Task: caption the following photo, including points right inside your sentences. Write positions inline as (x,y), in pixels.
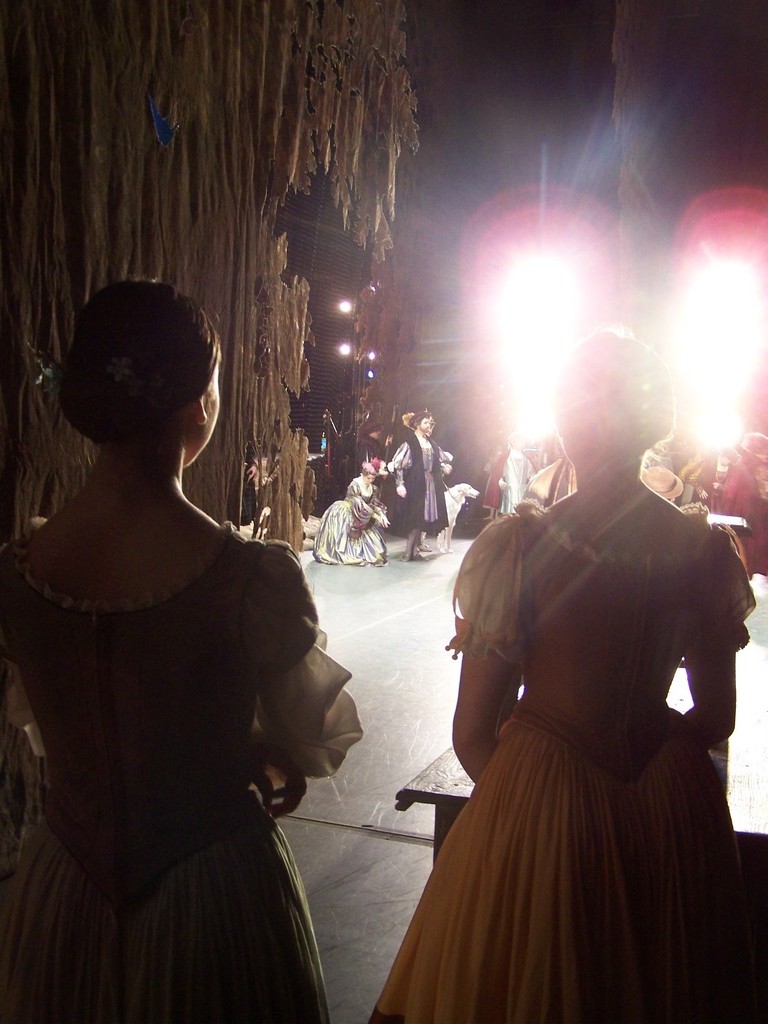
In this image, on the right side (681,613), we can see a woman (691,767) standing in front of the table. On the left side (154,686), we can also see another woman (193,730) standing. In the background (474,488), we can see a group of people (759,544), lights (584,275). On the left side (247,28), we can see some trees (263,150). On the left side (109,226), we can see curtain (151,205). In the background (360,335), we can see some lights (371,359) and black color.
